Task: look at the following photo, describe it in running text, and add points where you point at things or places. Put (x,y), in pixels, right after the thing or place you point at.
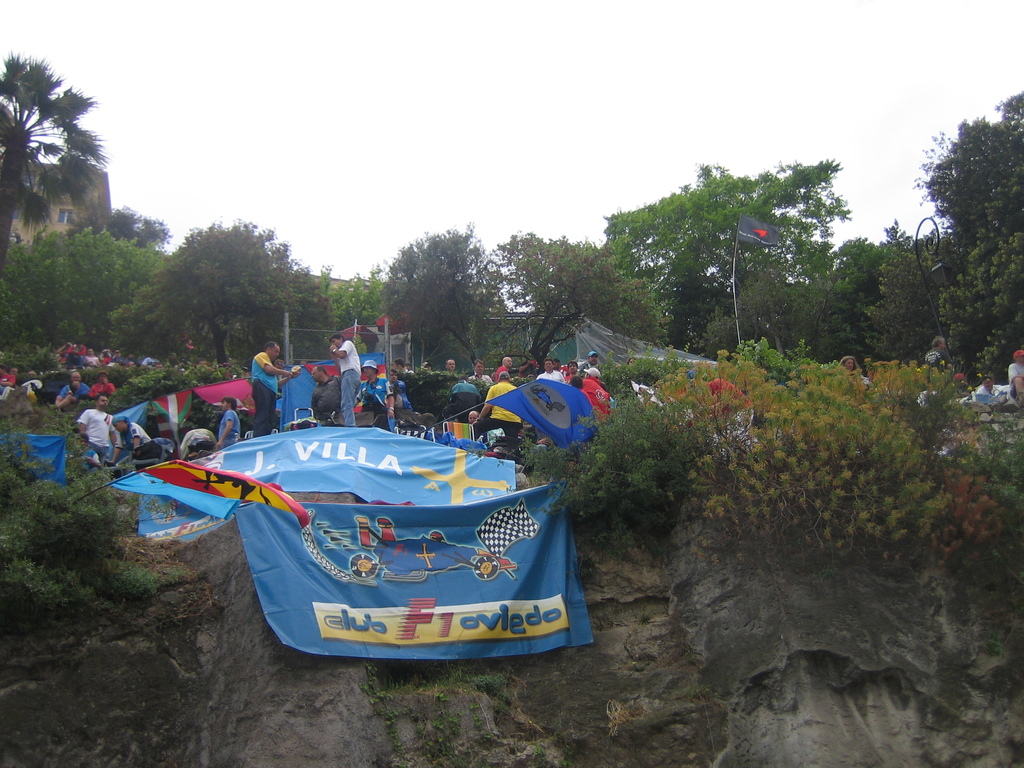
In this image the few people (491,418) standing, around the people (380,397) there are flags (513,400) and trees (233,335).
